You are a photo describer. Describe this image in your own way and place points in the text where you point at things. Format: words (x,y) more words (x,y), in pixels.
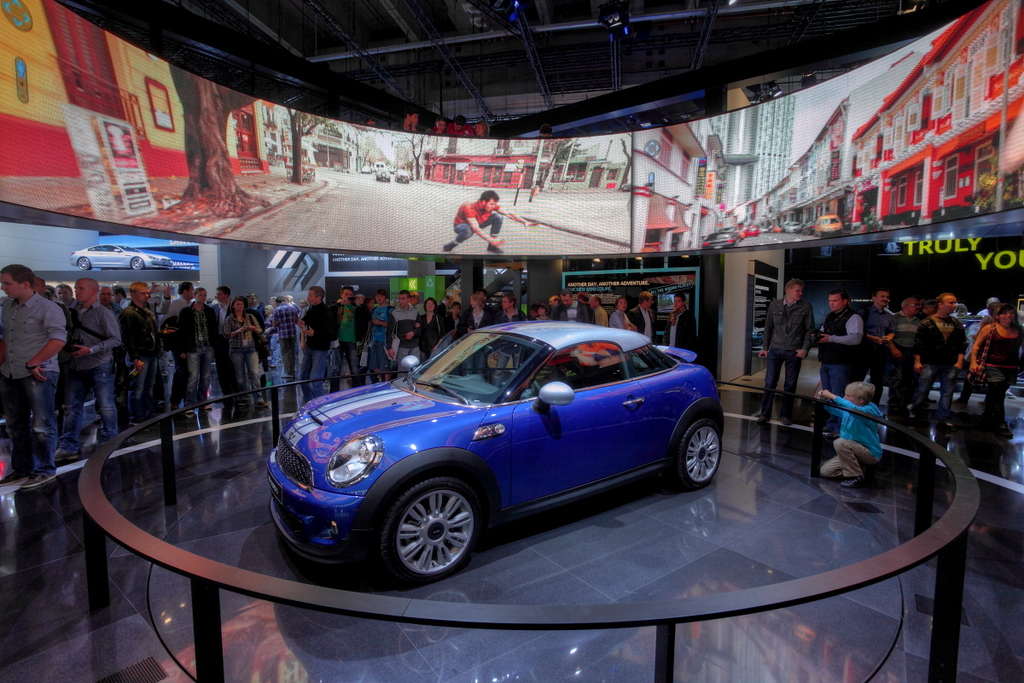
In this image I can see a blue car (450,433) in the centre (452,407) and around it I can see few black colour things (521,609). In the centre of the image (392,317) I can see number of people (821,390) are standing. In the background (470,181) I can see the depiction pictures (925,98) of few vehicles (169,259), of few buildings (539,140), trees (233,174) and of a man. On the right side of the image (915,245) I can see something is written.
